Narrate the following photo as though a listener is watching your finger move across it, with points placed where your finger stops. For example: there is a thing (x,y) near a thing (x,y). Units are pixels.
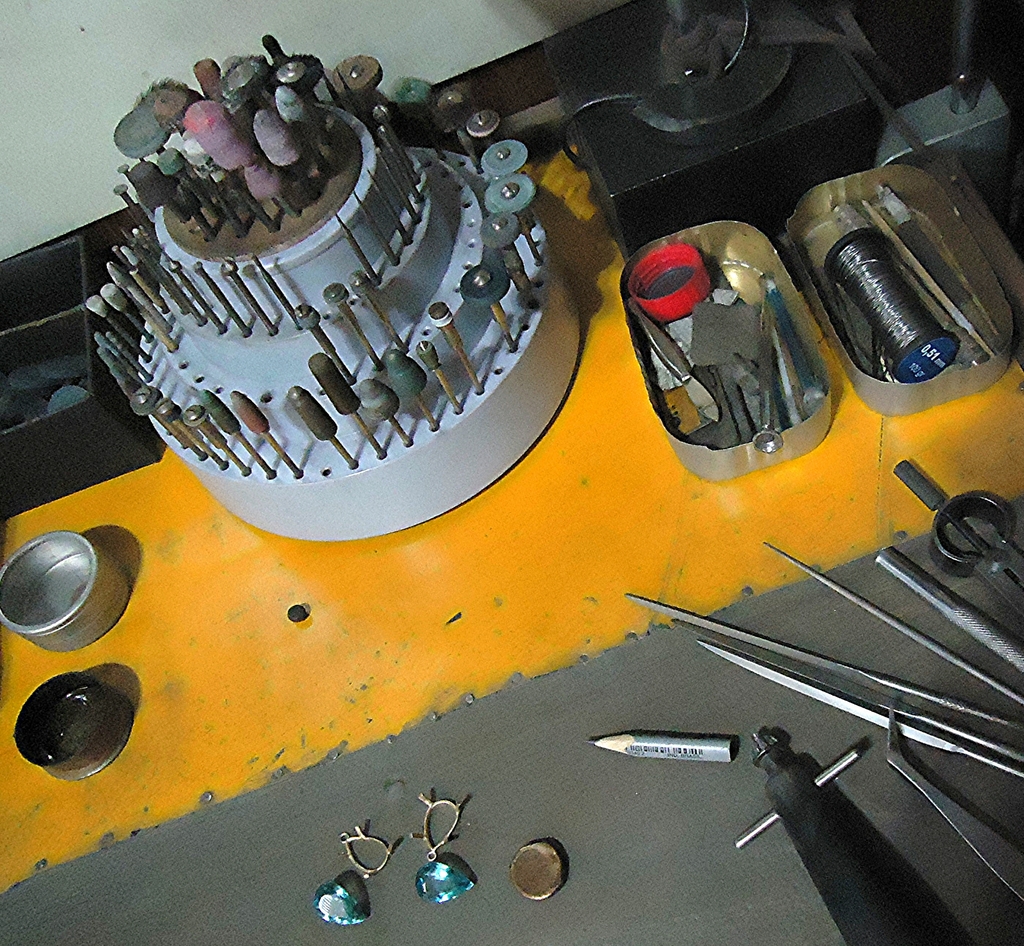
In this image we can see some boxes (738,253) with tools (748,333) in it, there are some other tools (644,752) and objects (691,293), in the background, we can see the wall (89,71).
